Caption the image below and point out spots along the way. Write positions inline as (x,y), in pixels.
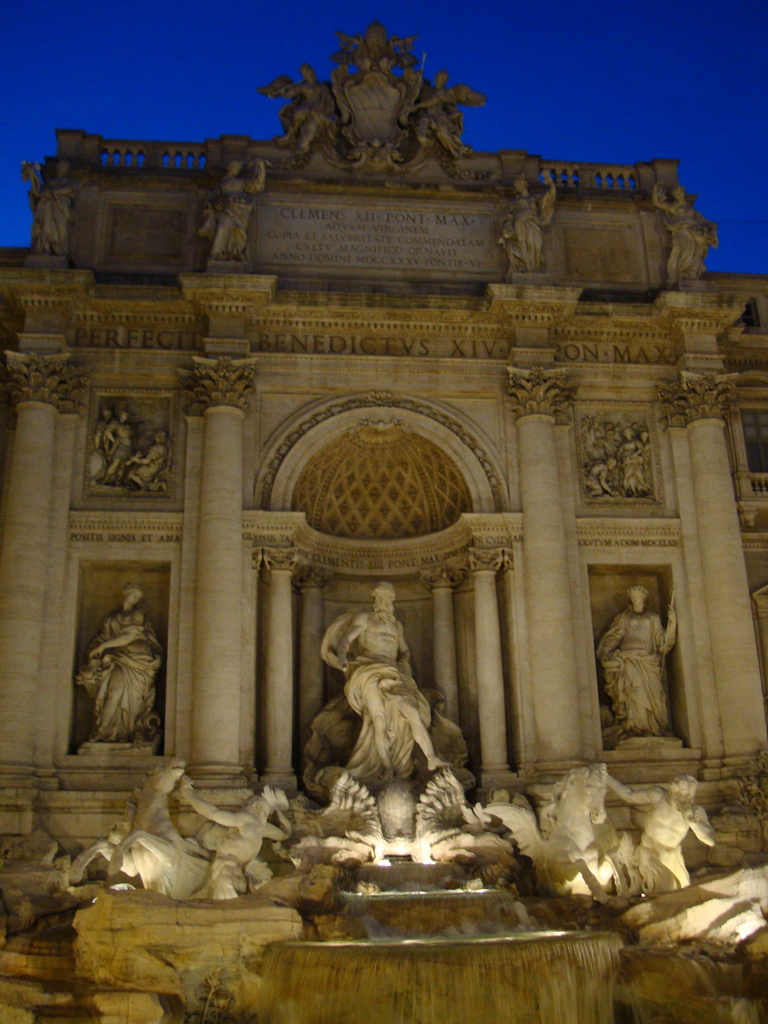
In this image, we can see a building (356,513) and there are sculptures (391,752) and a fountain (385,855). At the top (377,229), there is some text (431,245) on the wall (430,222).
